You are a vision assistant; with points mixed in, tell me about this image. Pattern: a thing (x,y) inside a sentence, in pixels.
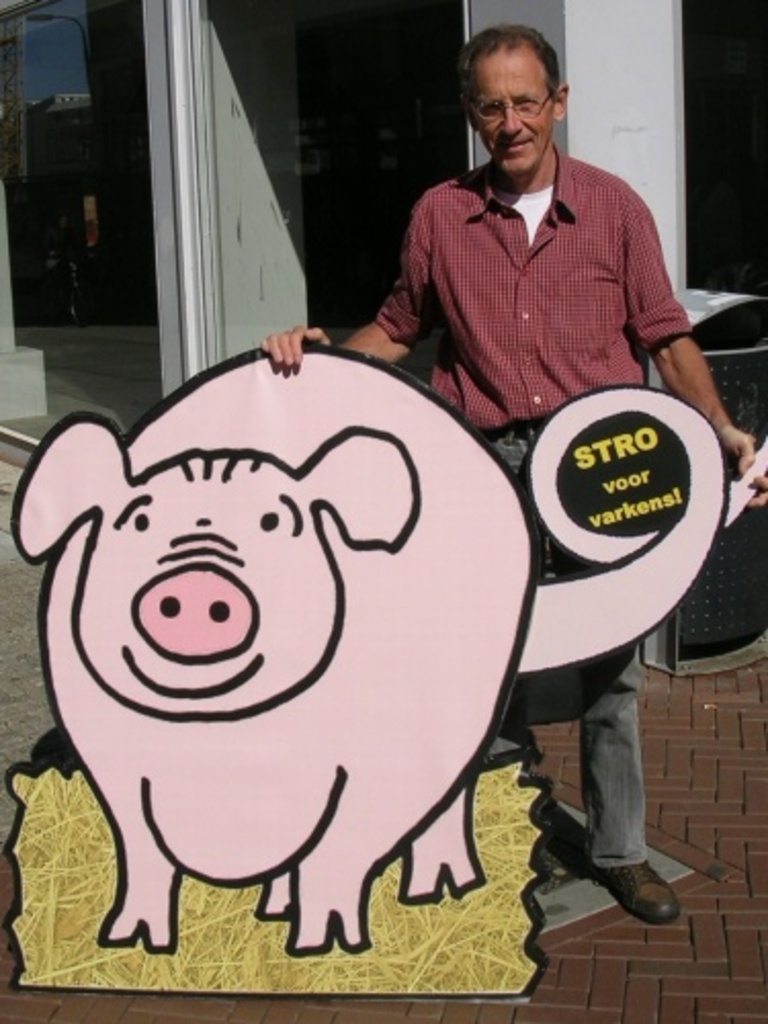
In this image we can see this person (544,272) wearing shirt (492,303), spectacles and shoes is standing near the pig board (310,697) which is placed on the floor (708,940). In the background (730,282), we can see trash can (711,298), glass windows (117,284) and the wall (598,4).
